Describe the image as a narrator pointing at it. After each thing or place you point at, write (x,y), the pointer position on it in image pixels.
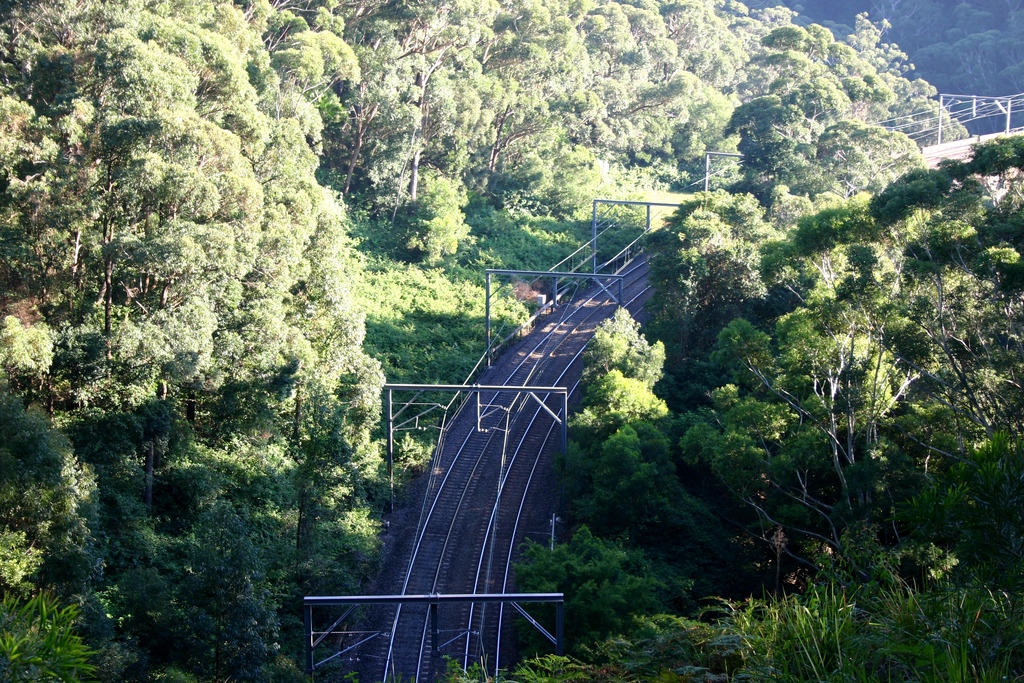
In this image, we can see a railway track (433,542) and some poles (352,646) above the track (517,376). On the left (209,217) and right side (863,308), we can see trees (927,465) that are green in color.
